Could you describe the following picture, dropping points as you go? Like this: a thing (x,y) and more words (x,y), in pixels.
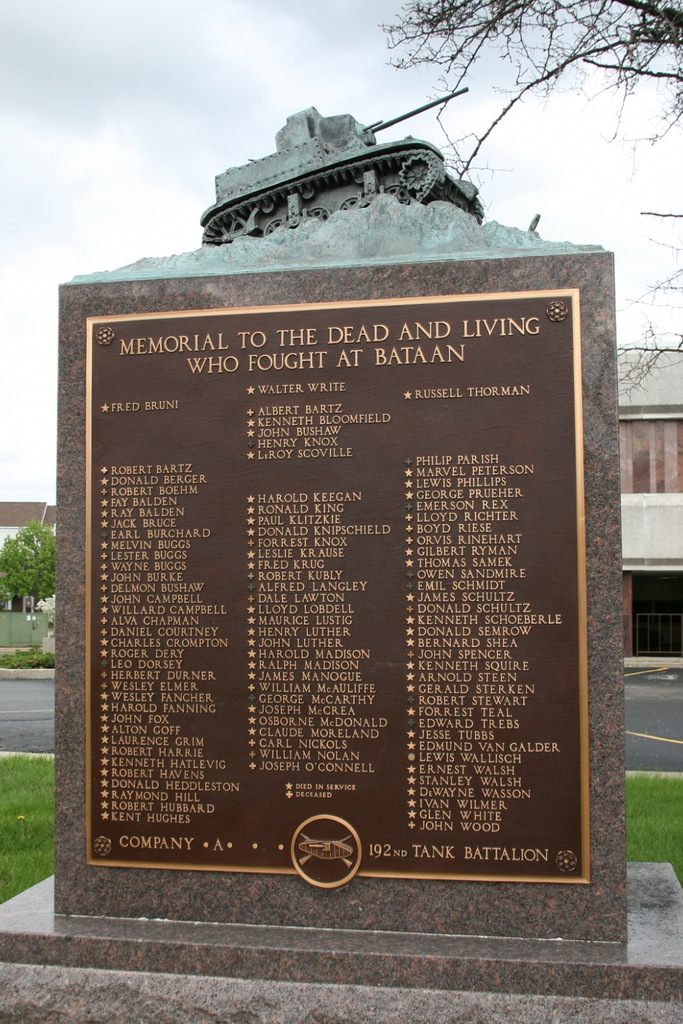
In this image we can see the grave (367,753) with text (329,433) and on that we can see the sculpture (371,188). And at the back (52,780) there are trees (51,535), building (673,423), grass (52,791), road (10,744) and the sky (467,81).
